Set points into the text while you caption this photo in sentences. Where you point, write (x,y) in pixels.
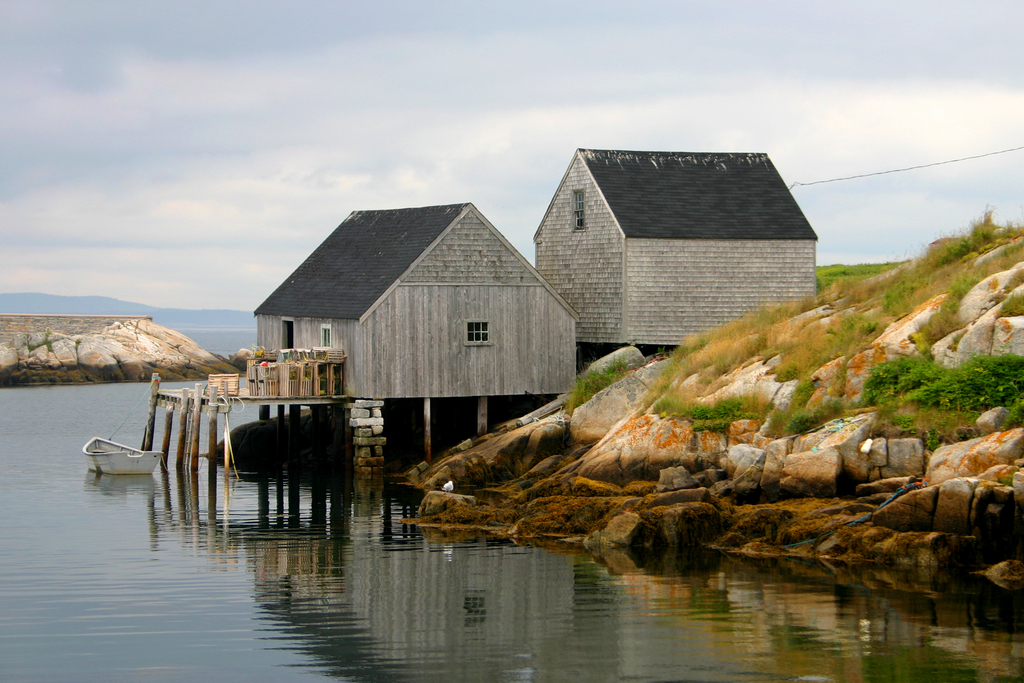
In this image we can see the houses (514,253) with the roofs (426,234). We can also see the stone hills (131,358), grass (838,386) and also the boat (134,449) on the surface (154,534) of the water (197,583). In the background (228,178) we can see the sky (638,35) with some clouds (509,160).
